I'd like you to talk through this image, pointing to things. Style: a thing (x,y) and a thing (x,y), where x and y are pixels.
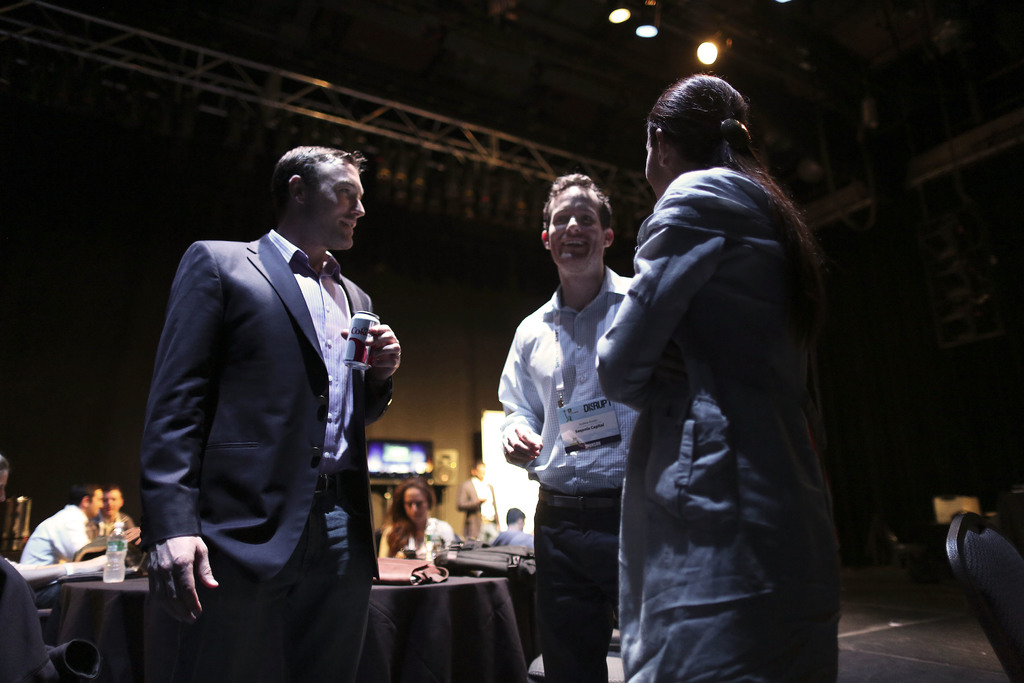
In this image we can see three people (357,373) talking to each other. One man (383,398) is holding a tin (351,330). On the backside (516,308) we can see a roof (519,161), ceiling lights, wall (455,366), television (418,463), a person (464,489) standing, a woman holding a cellphone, two people (119,500) talking to each other. We can also see a bottle (115,553), bags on a table (427,626) covered with a cloth (406,626). On the right side (991,563) we can see a chair (963,528) and the floor (873,637).
